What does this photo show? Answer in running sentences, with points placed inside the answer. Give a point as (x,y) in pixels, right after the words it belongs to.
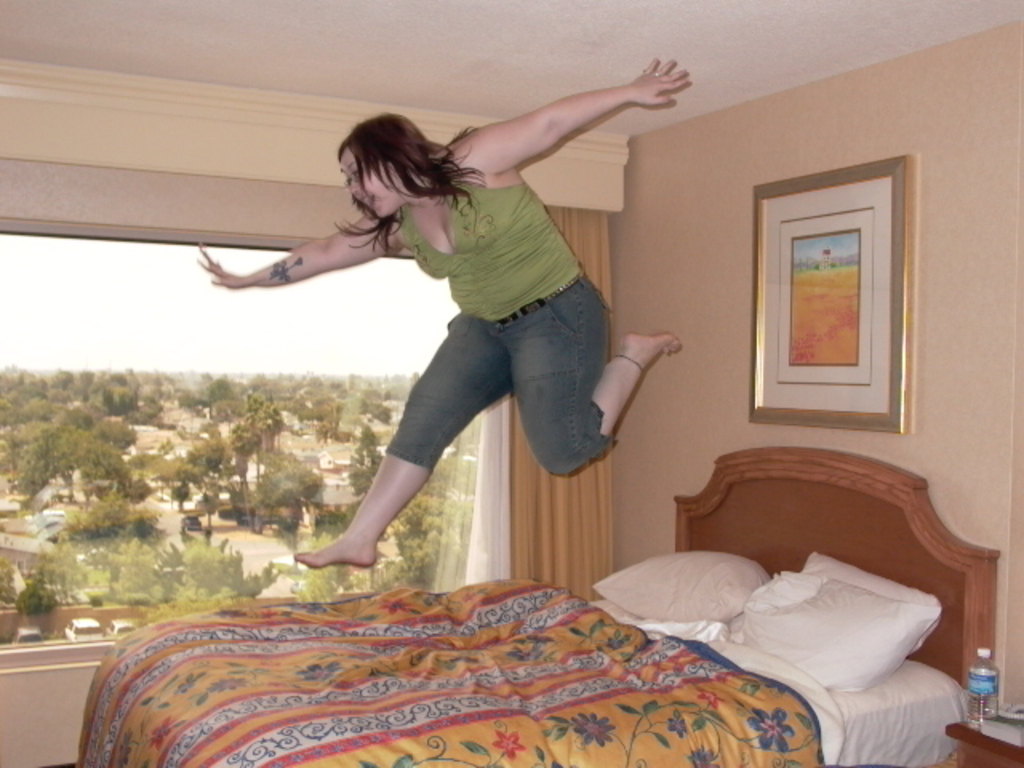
In this image i can see a woman (518,281), a bed (445,593) and few pillows (840,678) on the bed (821,717). In the background (700,210) i can see a wall (705,234), a photo frame (780,229), a curtain (607,236) and a window (157,439) through which i can see few trees (89,449), few buildings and the sky (106,302).
